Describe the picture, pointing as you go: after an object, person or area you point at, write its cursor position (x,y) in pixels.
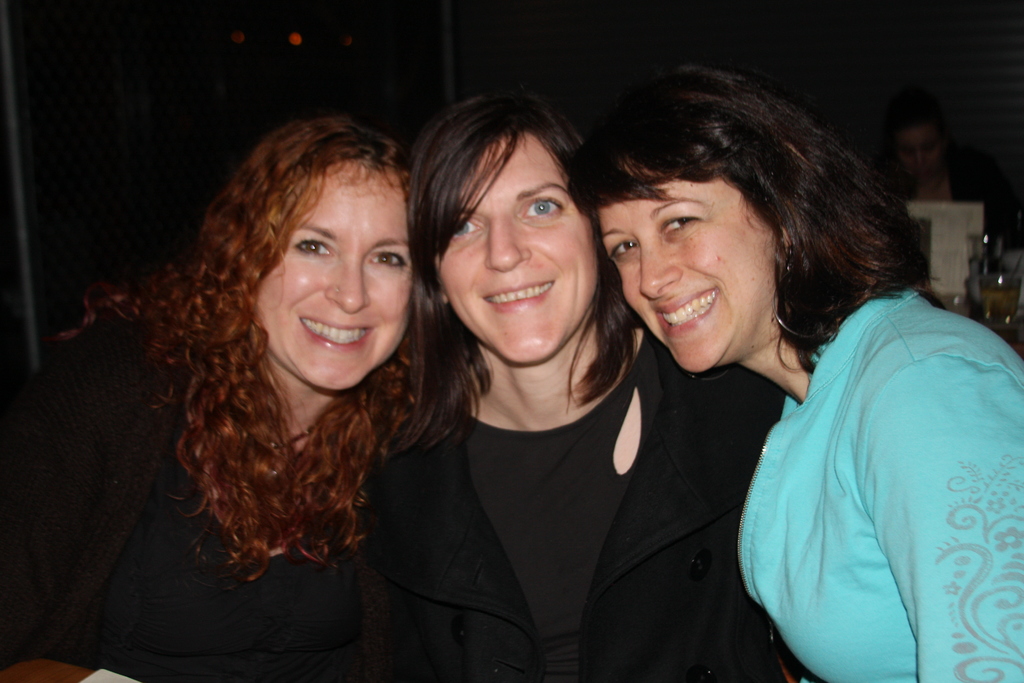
In this picture I can see there are three women (487,207) sitting and they are smiling and the woman (929,421) on to right (906,416) is wearing blue jacket (909,487) and in the backdrop (945,191) there is a woman (967,165) sitting and the backdrop (994,216) is dark.
